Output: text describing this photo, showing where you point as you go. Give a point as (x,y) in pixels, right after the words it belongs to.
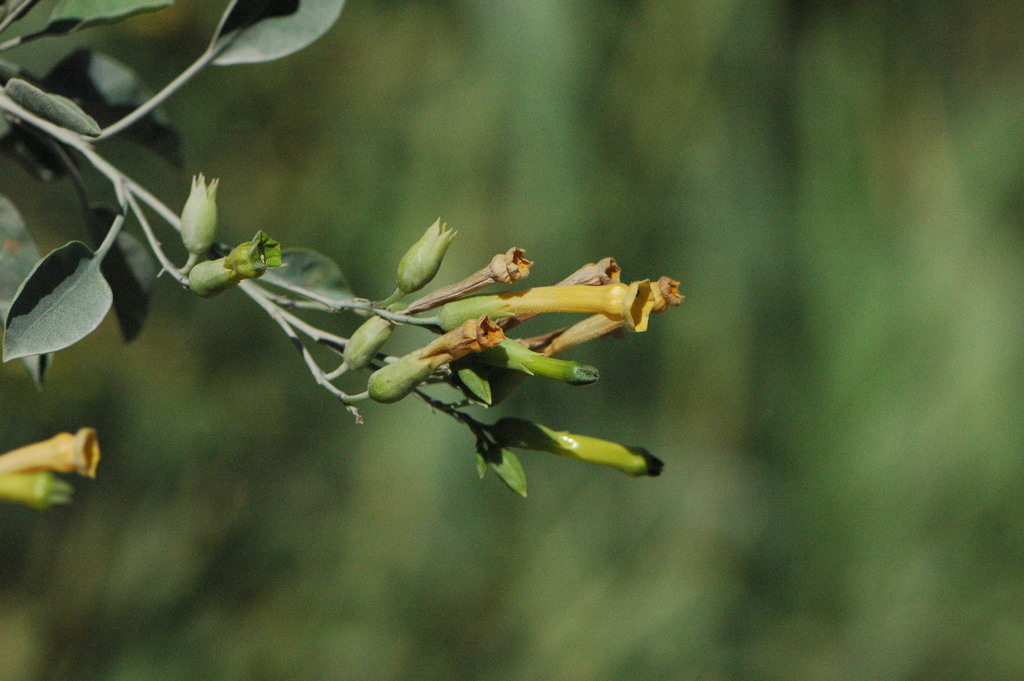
In this image I can see green colour leaves (52,335) and green buds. I can also see green colour in background (219,558) and I can see this image is blurry from background (381,172).
